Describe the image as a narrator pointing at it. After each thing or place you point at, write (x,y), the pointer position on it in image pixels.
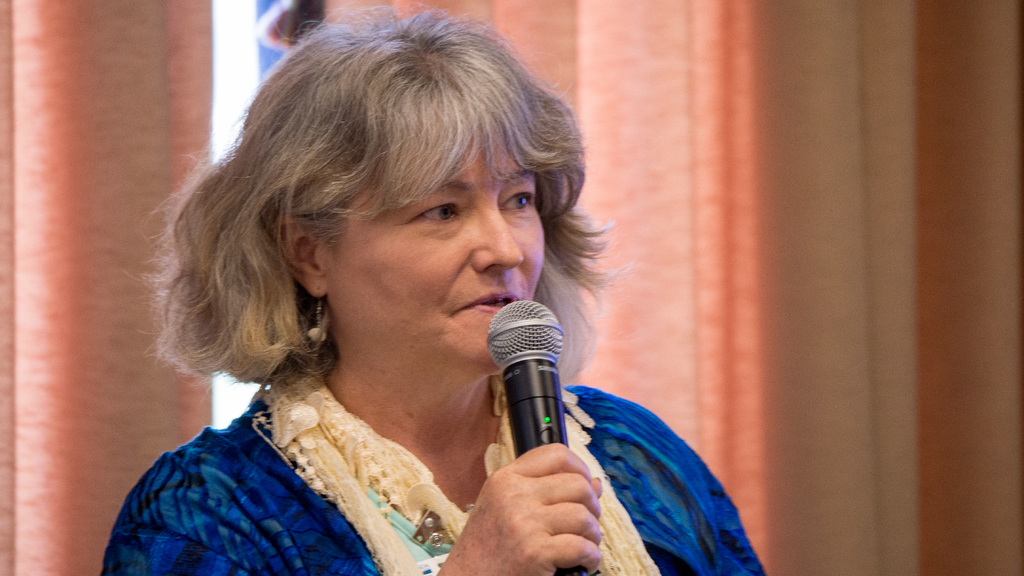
In this picture we can see woman (348,341) holding mic (520,344) in her hand (582,490) and talking and in background (125,228) we can see curtains (598,180).
